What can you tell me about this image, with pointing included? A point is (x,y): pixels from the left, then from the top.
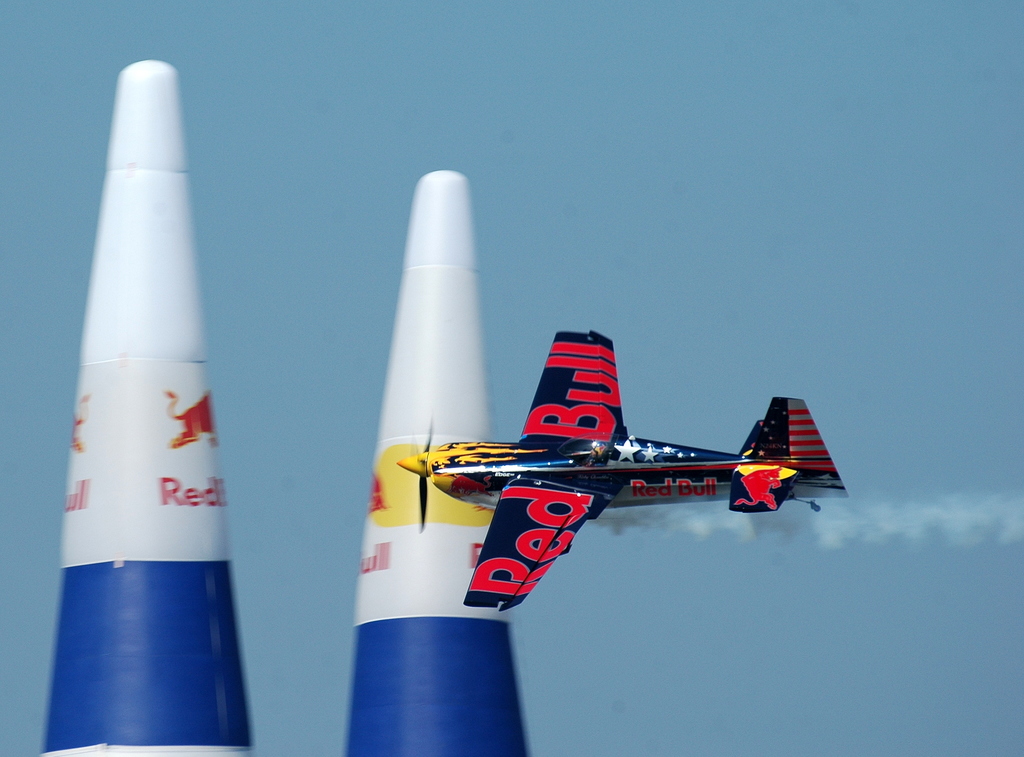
In this image, on the right side (833,474), we can see an airplane (582,398) which is flying in the air (718,407). On the right side (786,512), we can also see some smoke (930,503). In the middle (415,488) and on the left side (109,296), we can see two poles (180,308). In the background (498,261), we can see a sky (734,748).
